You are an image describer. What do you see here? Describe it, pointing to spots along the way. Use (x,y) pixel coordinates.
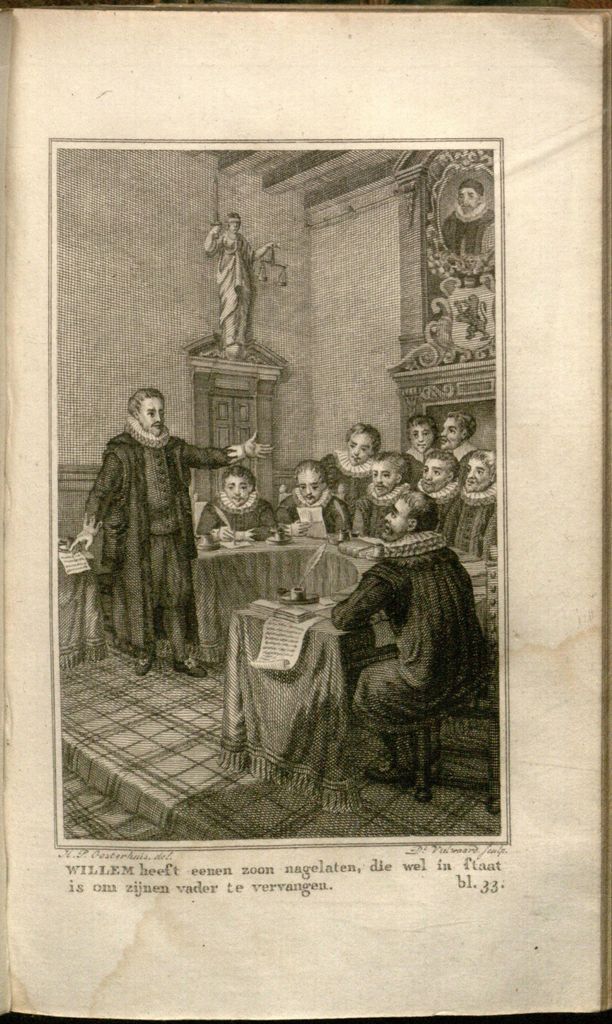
In this picture we can see a paper (155,668), in the paper (344,468) we can find few people (252,481), a statue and some text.
